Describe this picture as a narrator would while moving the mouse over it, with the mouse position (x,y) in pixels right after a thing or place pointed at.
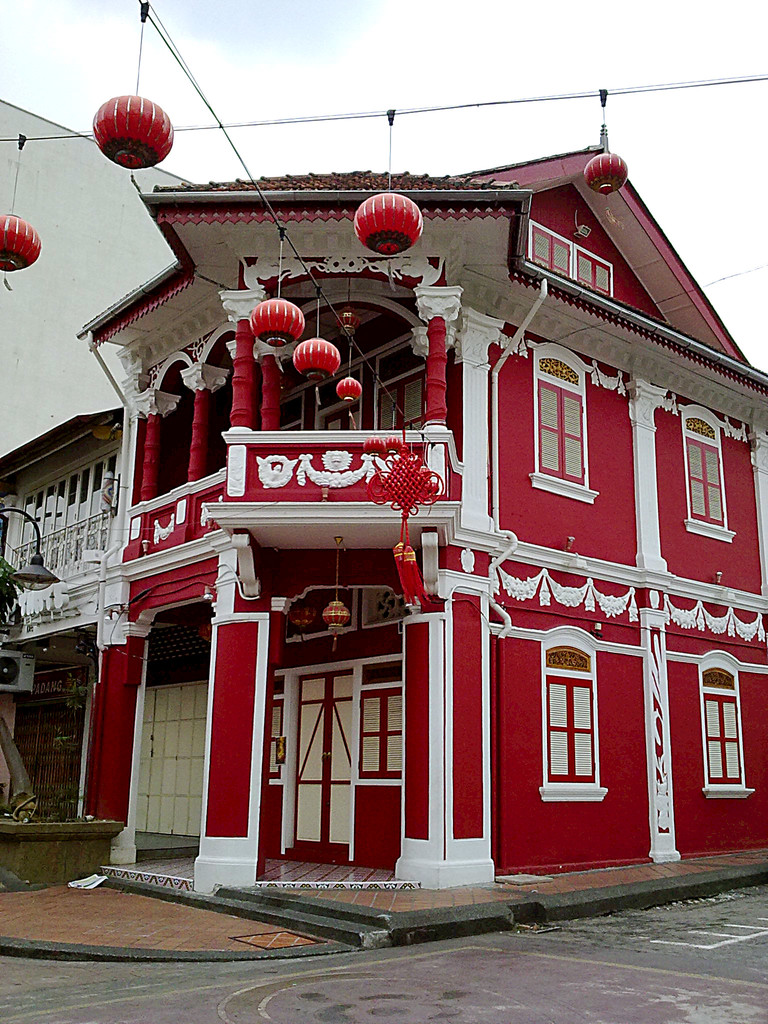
Here in this picture we can see a house (478,545) in red and white color present over a place (425,910) and we can also see doors (300,763) and windows (398,389) on it and we can see it is decorated with some lamps (380,249) in front of it and we can also see a lamp post (33,576) present on the ground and we can see the sky (206,112) is fully covered with clouds (256,91).
